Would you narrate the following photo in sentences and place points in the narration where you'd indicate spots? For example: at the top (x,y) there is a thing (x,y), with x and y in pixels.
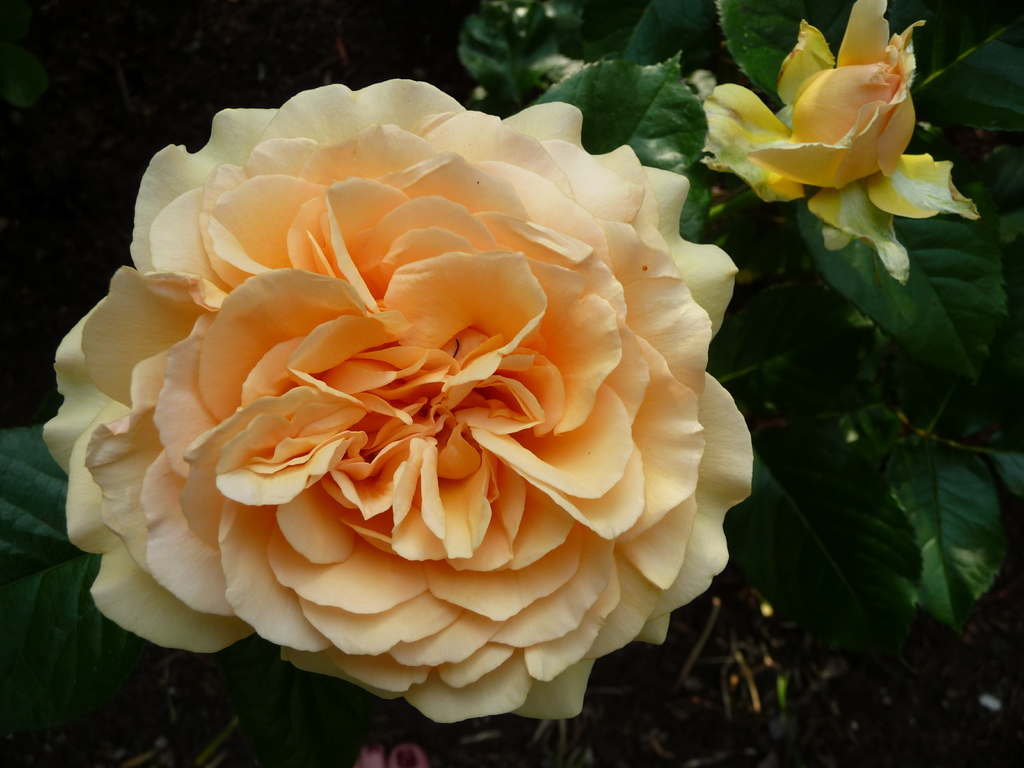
In this picture we can see two flowers (766,148) and leaves (944,352), there is a dark background (188,99).
